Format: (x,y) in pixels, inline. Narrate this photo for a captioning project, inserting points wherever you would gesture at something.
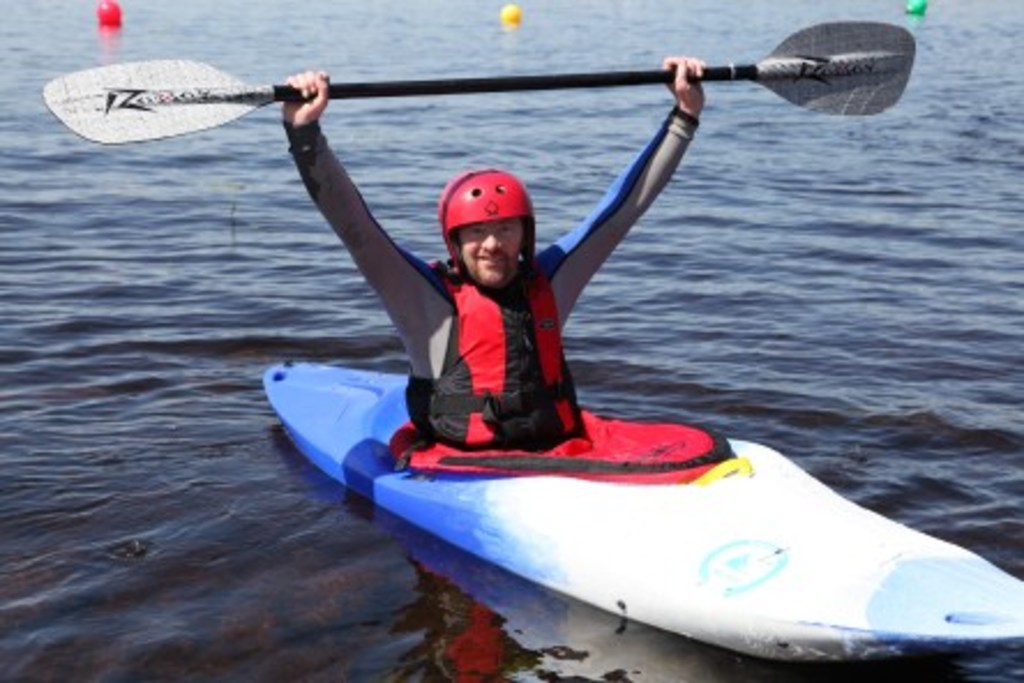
In this image we can see a man (494,334) wearing the helmet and boating on the surface of the water (588,385). We can also see the man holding the paddle (795,76). In the background (910,6) we can see the balls (510,11).
